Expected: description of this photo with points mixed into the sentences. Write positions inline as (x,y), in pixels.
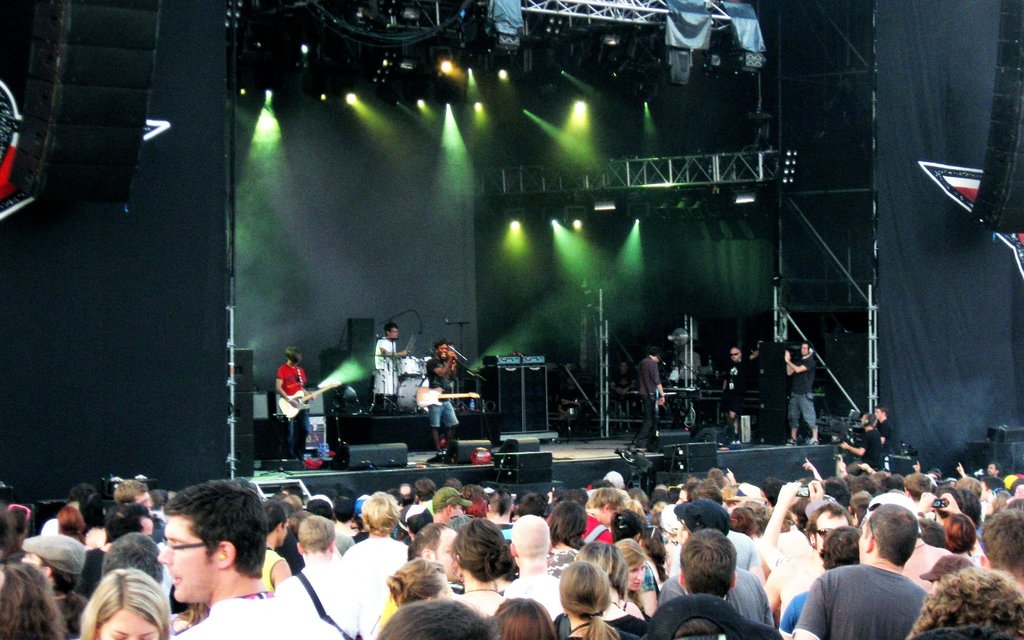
There are group of people (526,617) standing and watching the performance. This looks like a stage show. There are people (448,376) standing and playing musical instruments (462,392). These are the stage show lights (452,120) which are green in color. At the top left corner of the image (100,145) I can see a speaker (98,160).
